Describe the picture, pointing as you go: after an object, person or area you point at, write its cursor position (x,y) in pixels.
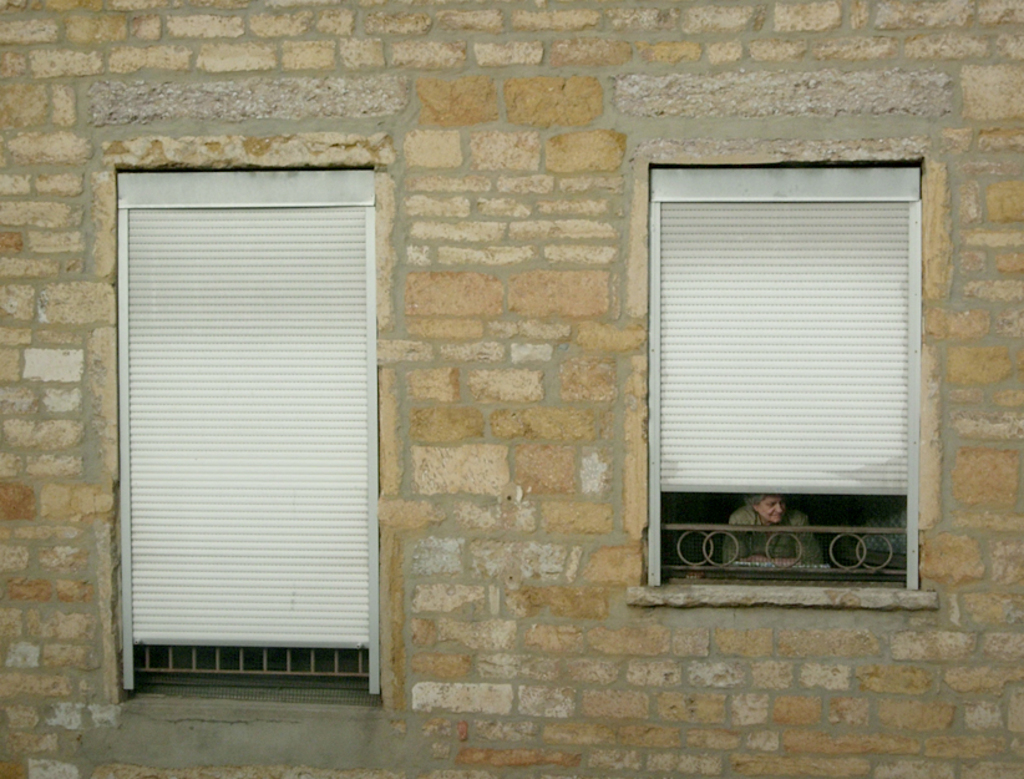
In this image I can see two windows (329,428) to a wall (466,342). Behind the window (723,517) which is on the right side (756,557) there is a person (760,513) is smiling and looking at the right side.
